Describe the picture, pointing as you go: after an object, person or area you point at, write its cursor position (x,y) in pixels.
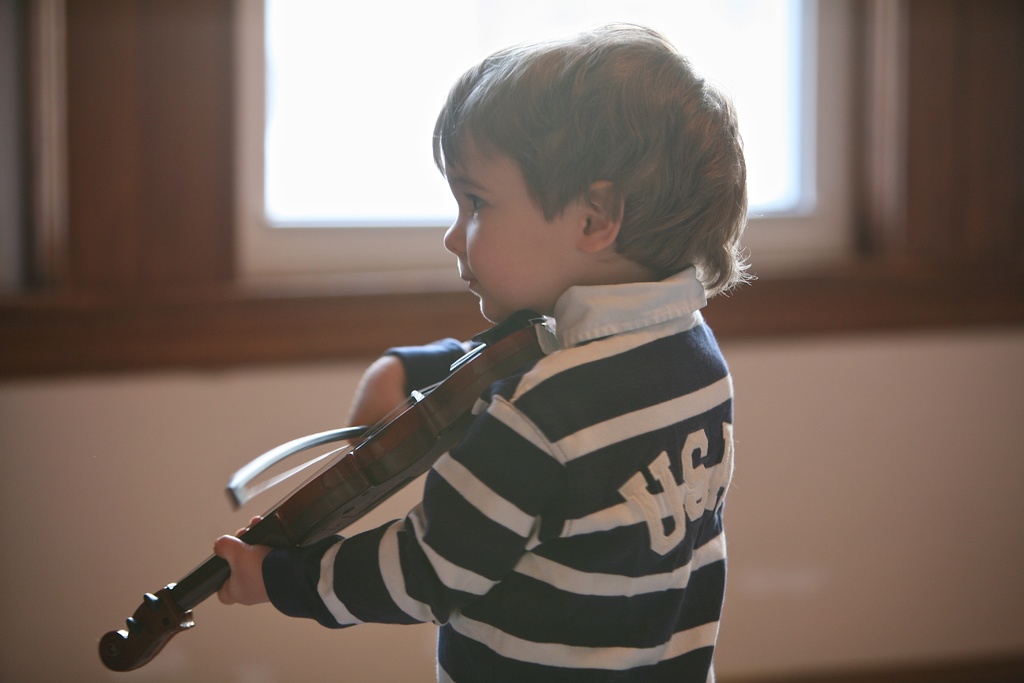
In this picture there is a small boy (640,53) in the center of the image (616,302), by holding a violin (449,422) in his hand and there is a window (474,39) at the top side of the image (410,75).
